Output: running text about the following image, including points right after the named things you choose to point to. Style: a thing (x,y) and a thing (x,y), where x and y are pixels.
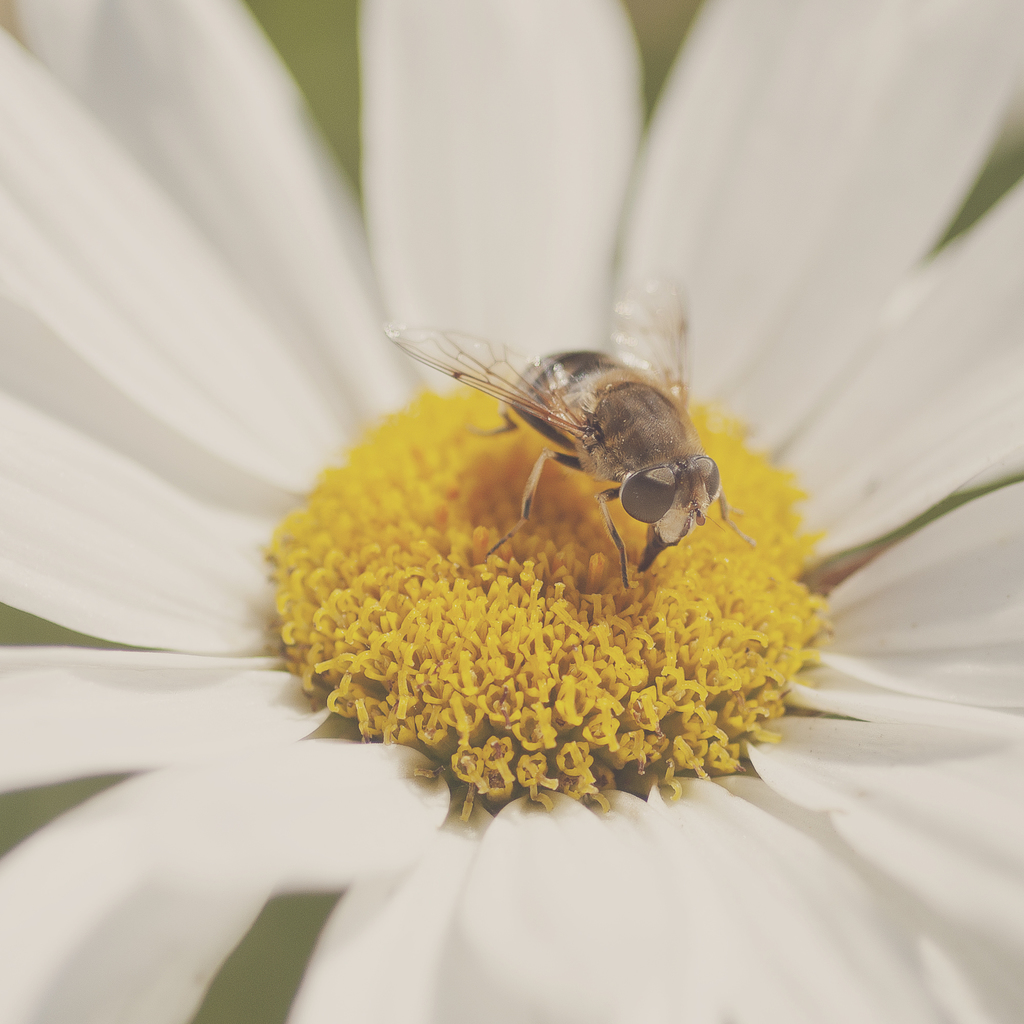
In this picture there is an insect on the white color flower (820,400). At the back (246,962) there's a light green background (330,9).
